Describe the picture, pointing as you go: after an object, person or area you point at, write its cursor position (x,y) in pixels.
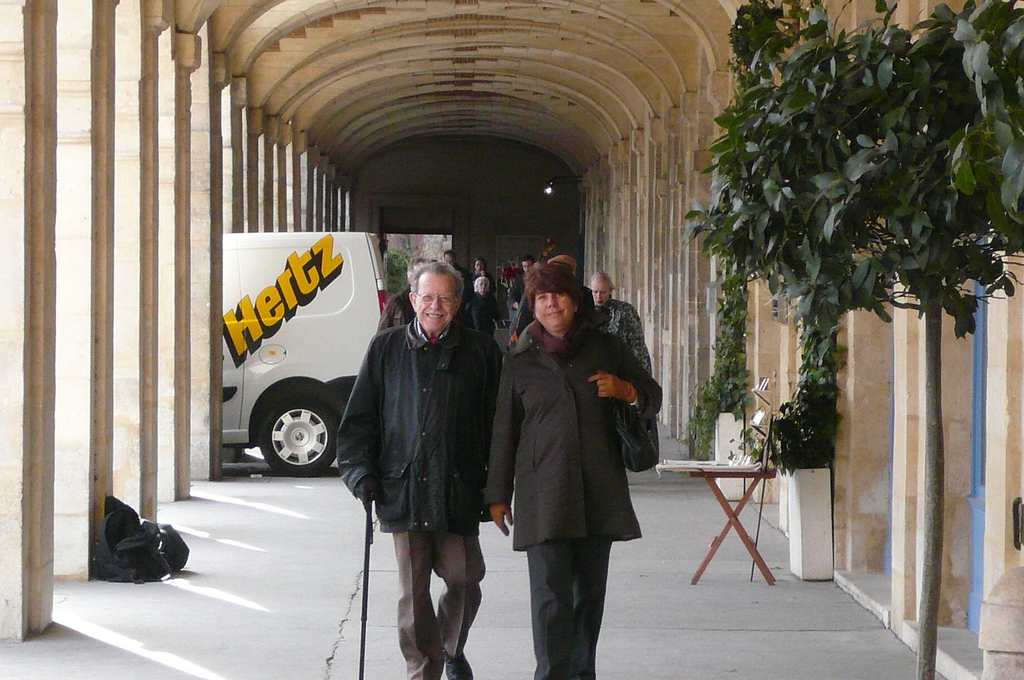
In this image we can see persons (552,502) on the floor (498,536). In the background (258,385) we can see arches (297,200), motor vehicle (282,250), backpack (131,543), side table (749,496), plant (948,209) and creepers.
